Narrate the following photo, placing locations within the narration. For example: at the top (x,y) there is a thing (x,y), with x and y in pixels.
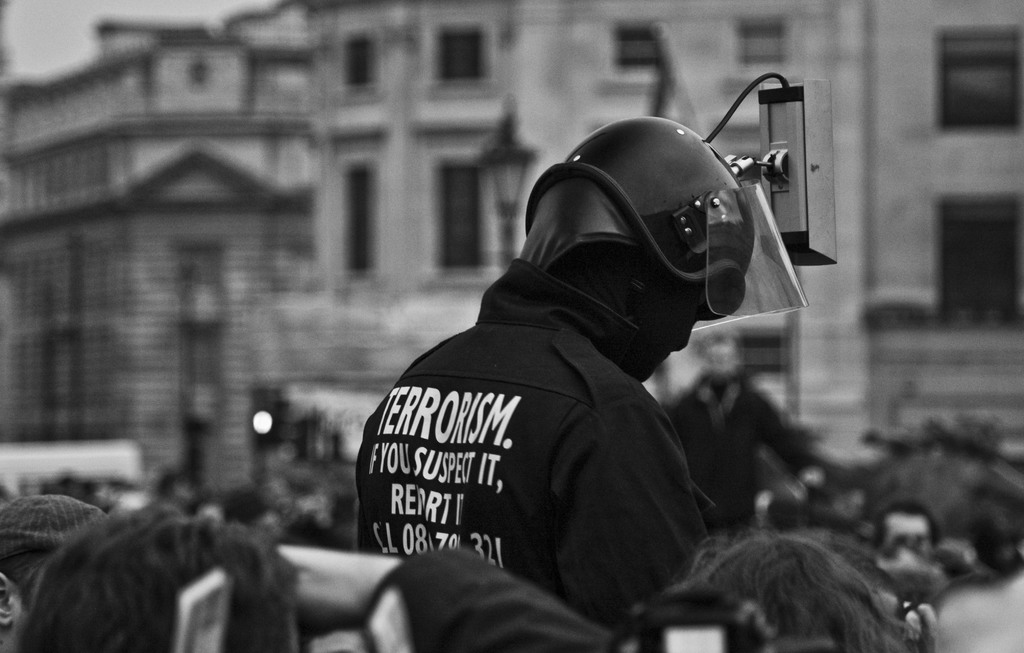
In this picture I can see a person (640,306) in front (589,227) who is wearing a helmet (740,237) and I see something is written on his dress (425,428) and I see number of people (338,522). In the background (404,215) I can see the buildings (37,120). I see that this is a black and white image.
